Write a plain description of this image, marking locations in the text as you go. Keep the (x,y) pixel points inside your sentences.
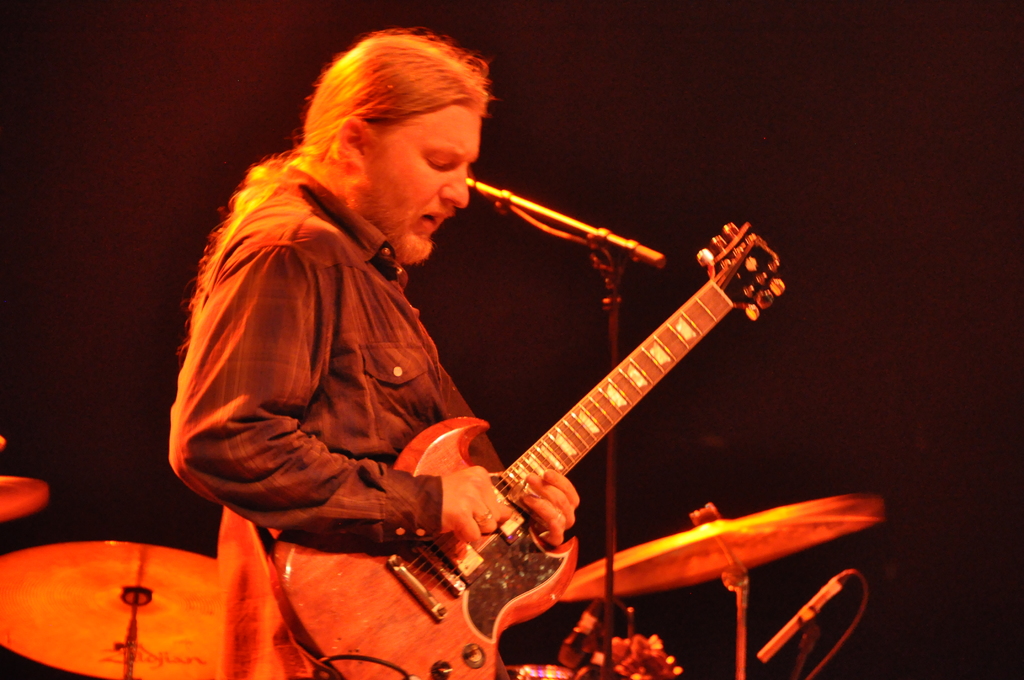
In this image i can see a person (414,166) playing guitar (432,583) wearing shirt (359,392), at the back ground (70,577) i can see few musical instruments (144,590) and the background (106,262) is in black color.
